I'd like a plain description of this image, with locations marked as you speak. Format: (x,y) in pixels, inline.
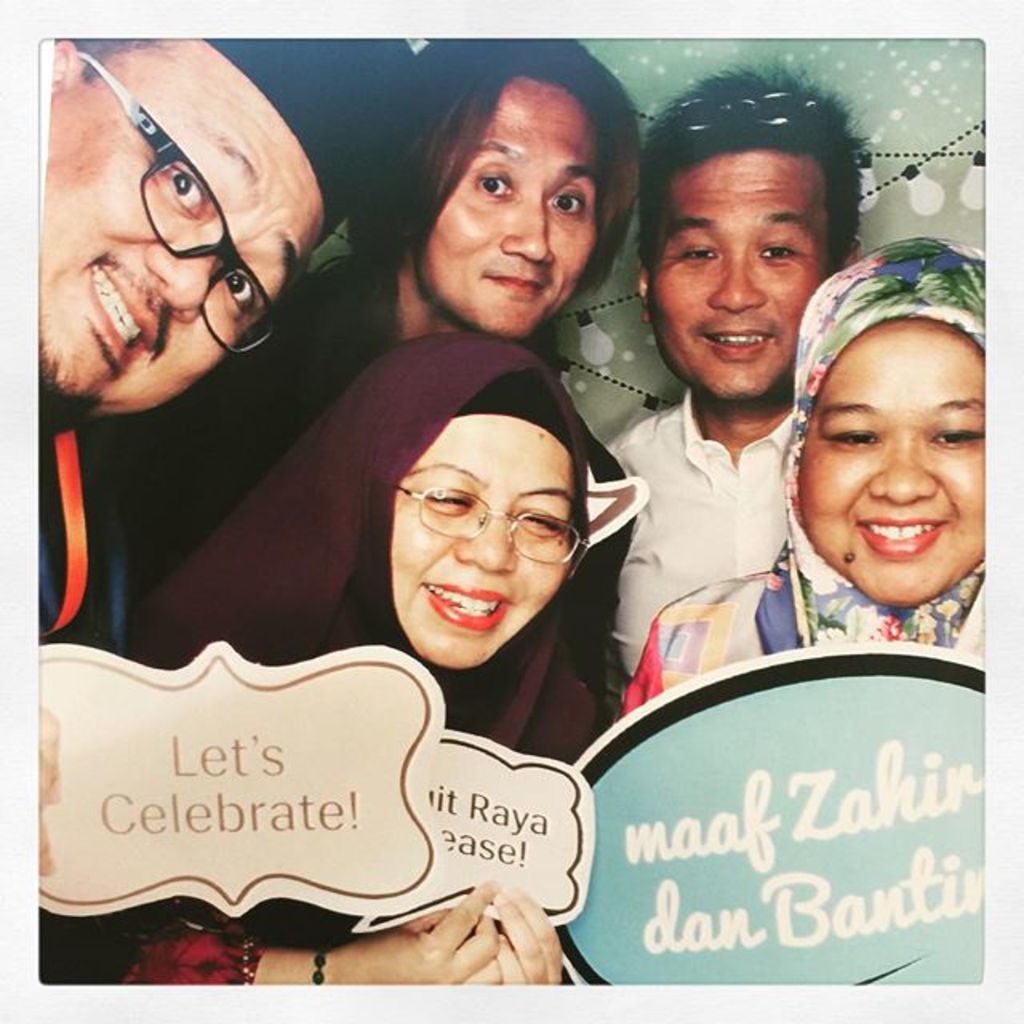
In the image we can see there are many people (650,563) wearing clothes (690,610) and two of them are wearing spectacles (435,492). This is a greeting paper (456,840) and this is a poster (911,166).
